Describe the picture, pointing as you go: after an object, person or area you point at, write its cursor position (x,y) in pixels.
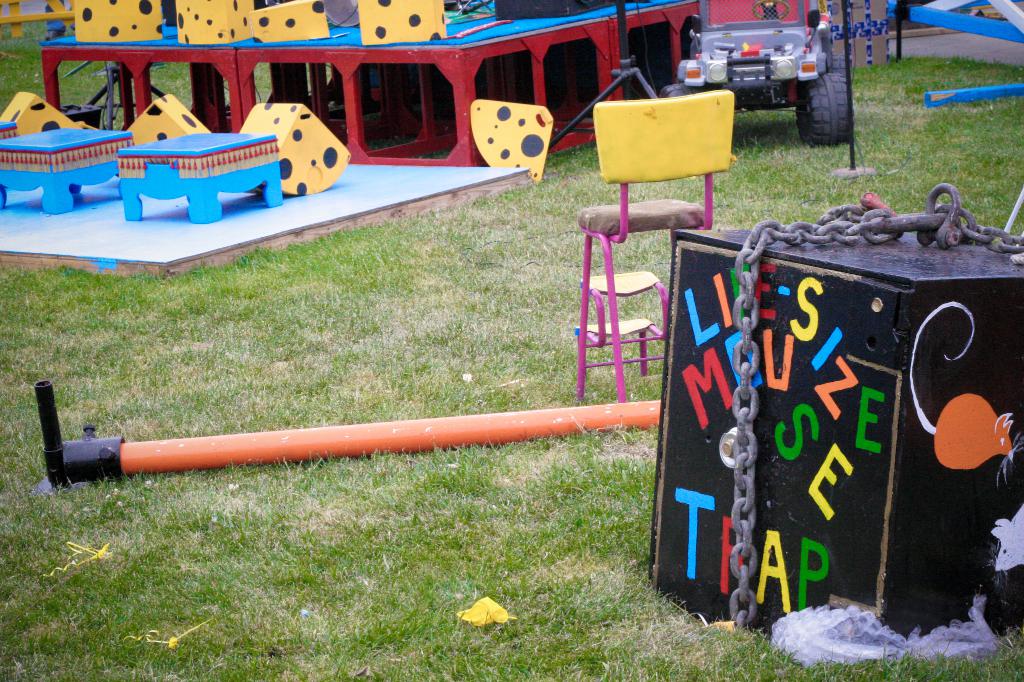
This picture looks like a kids play zone (646,370) and i can see a small jeep (800,96) and chair (614,152) and grass (400,341) on the ground (176,486) and a box (836,579) with chain (741,394) to it and a metal pole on the ground (246,604).
